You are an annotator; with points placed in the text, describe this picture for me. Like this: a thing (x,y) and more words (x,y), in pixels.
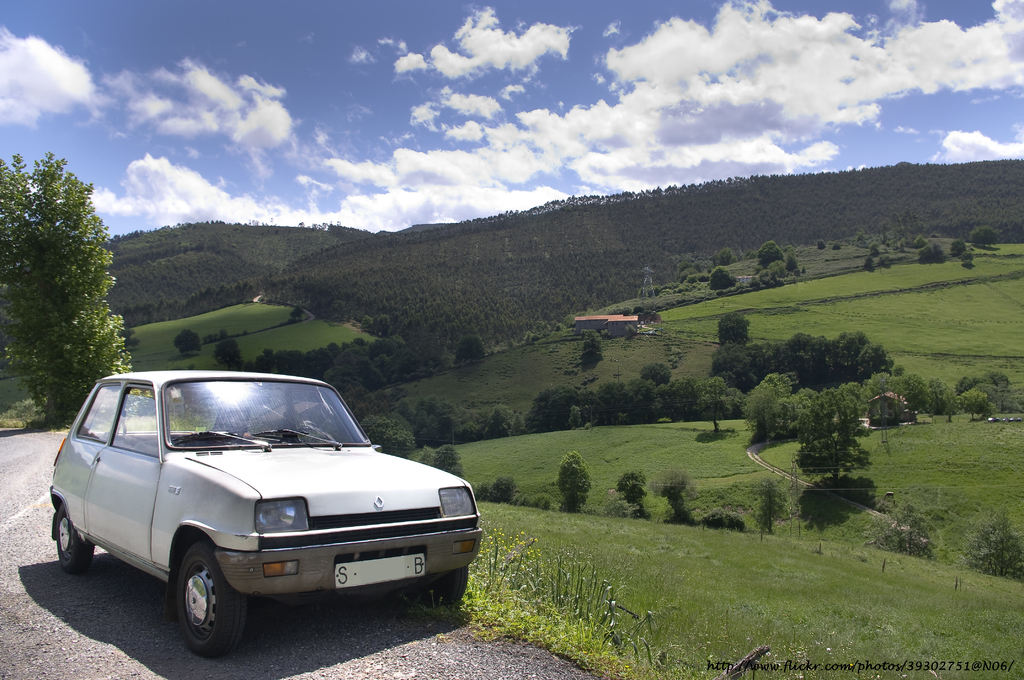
In this image, we can see a white car (188,580) is parked on the road (260,660). Here we can see few plants (510,571), grass (730,565), trees (610,421), houses (901,408). Background we can see the mountains (494,228). Top of the image (593,179), there is a cloudy sky (422,185).
